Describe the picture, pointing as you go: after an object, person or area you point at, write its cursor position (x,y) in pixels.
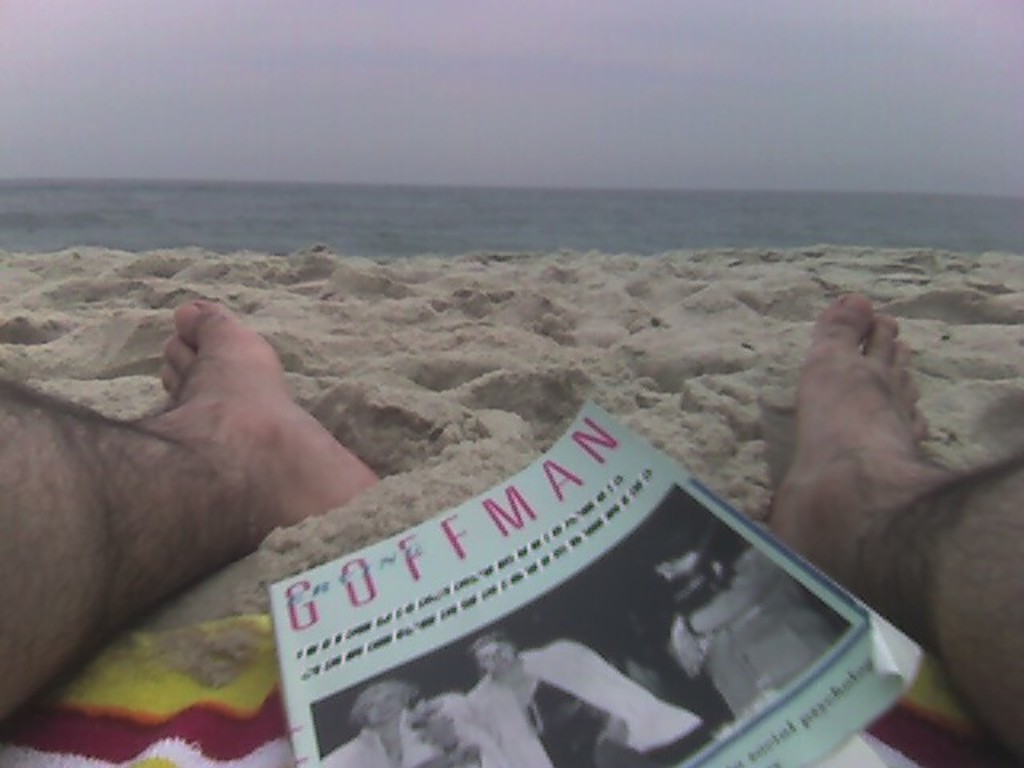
This is the picture of a sea (879,233). In this image there is a person (1003,702) sitting on the sand (932,312) and there is a book (701,676) on the sand (513,442). In the book (751,590) there are two persons (743,598) standing. At the back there is water (627,192). At the top (607,114) there is sky (531,48). At the bottom (159,635) there is a towel (926,754).
